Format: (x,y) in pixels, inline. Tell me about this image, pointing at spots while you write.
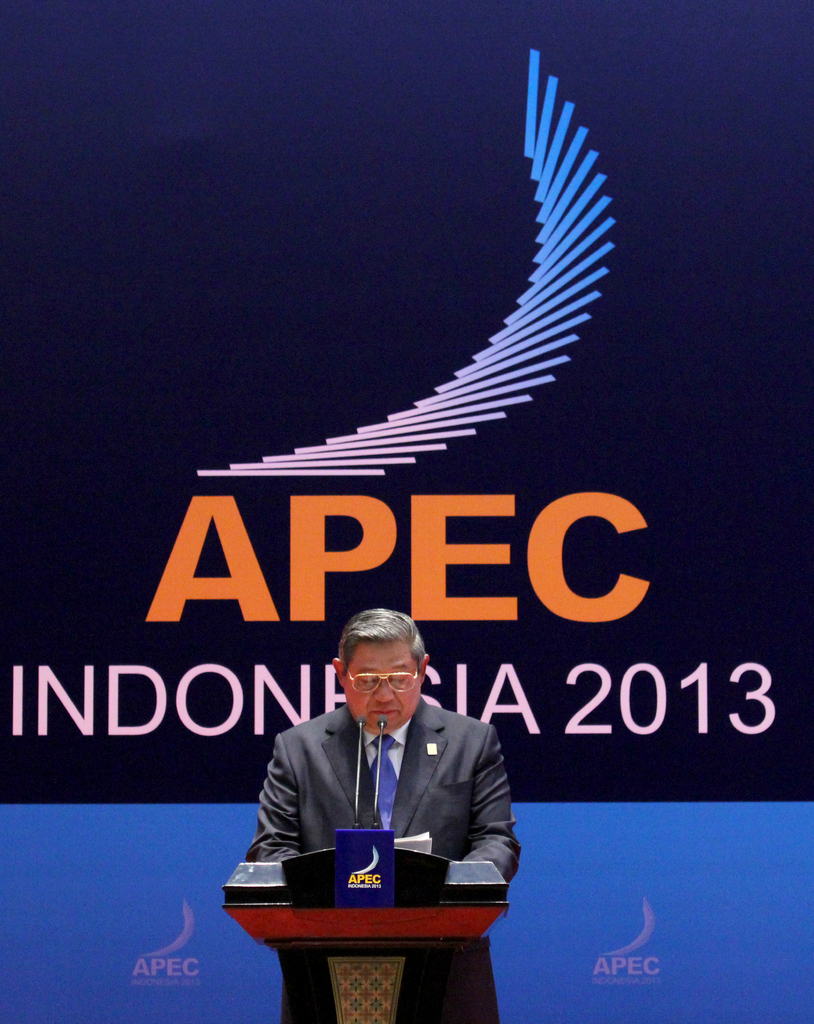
Here in this picture we can see a person (383,770) standing over a place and speaking something in the microphone (356,820) which is present on the speech desk (372,836) present in front of him and behind him we can see a banner (528,728) present over there.
